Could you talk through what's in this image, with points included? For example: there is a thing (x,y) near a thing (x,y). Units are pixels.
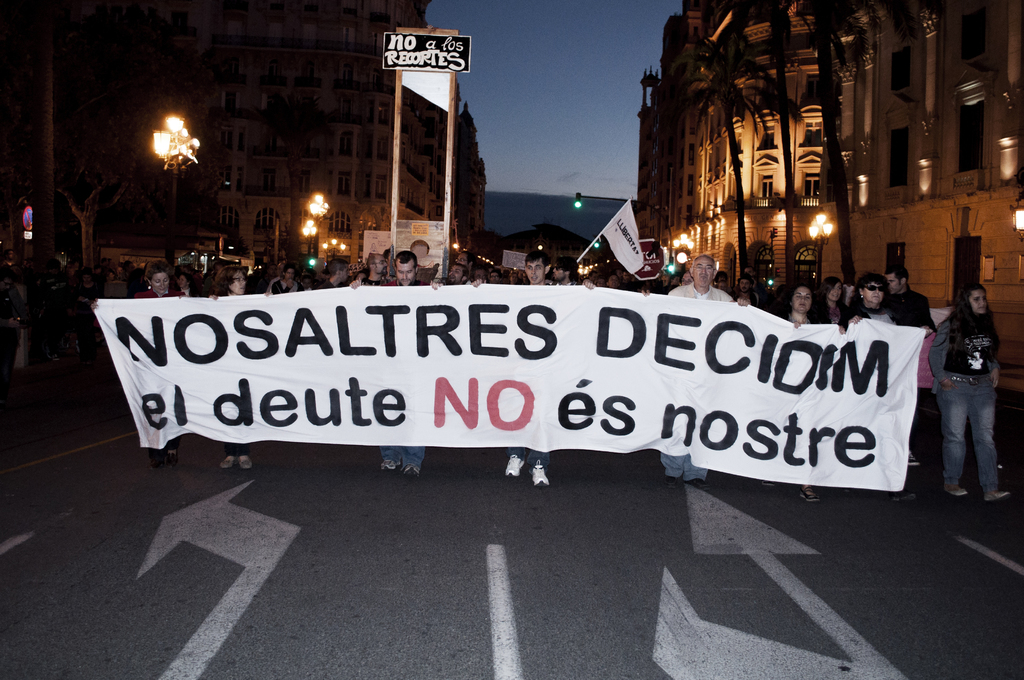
This image consists of many people (99,276) walking on the road (604,471). They are holding placards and banners (507,411). At the bottom (438,579), there is a road (56,571). On the left (316,98) and right, there are buildings (1012,204) along with the lights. At the top (551,83), there is sky (551,83).
